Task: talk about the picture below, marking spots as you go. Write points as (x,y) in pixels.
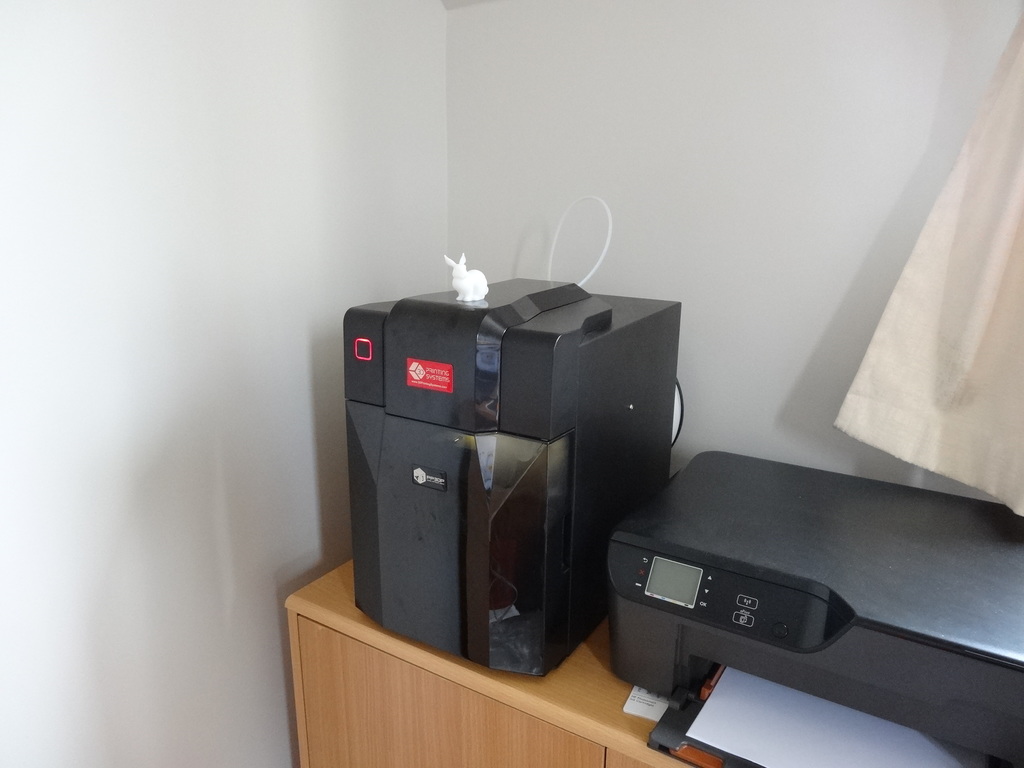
In this picture there is a 3D printer (433,382) and a rabbit (472,281). There is a xerox machine (819,605) and a paper (748,735) on the desk (495,687). There is a cloth (925,343).
